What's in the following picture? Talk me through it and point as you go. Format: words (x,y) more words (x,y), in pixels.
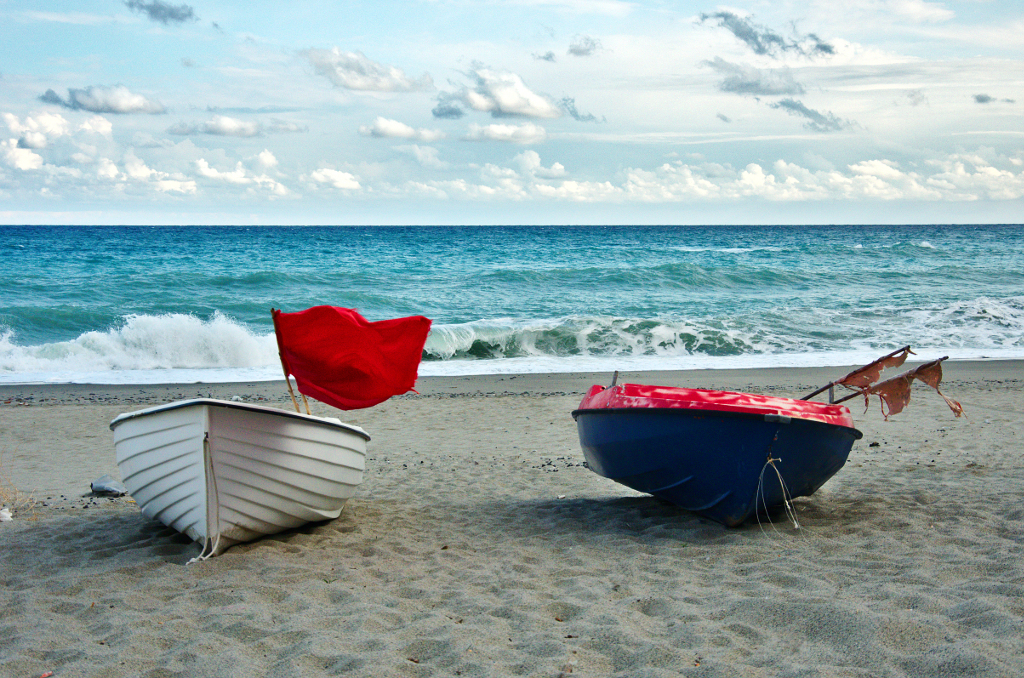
In this picture I can see two boats (661,444) on the seashore (625,529), there is water (579,253), and in the background (626,139) there is sky (550,65).
